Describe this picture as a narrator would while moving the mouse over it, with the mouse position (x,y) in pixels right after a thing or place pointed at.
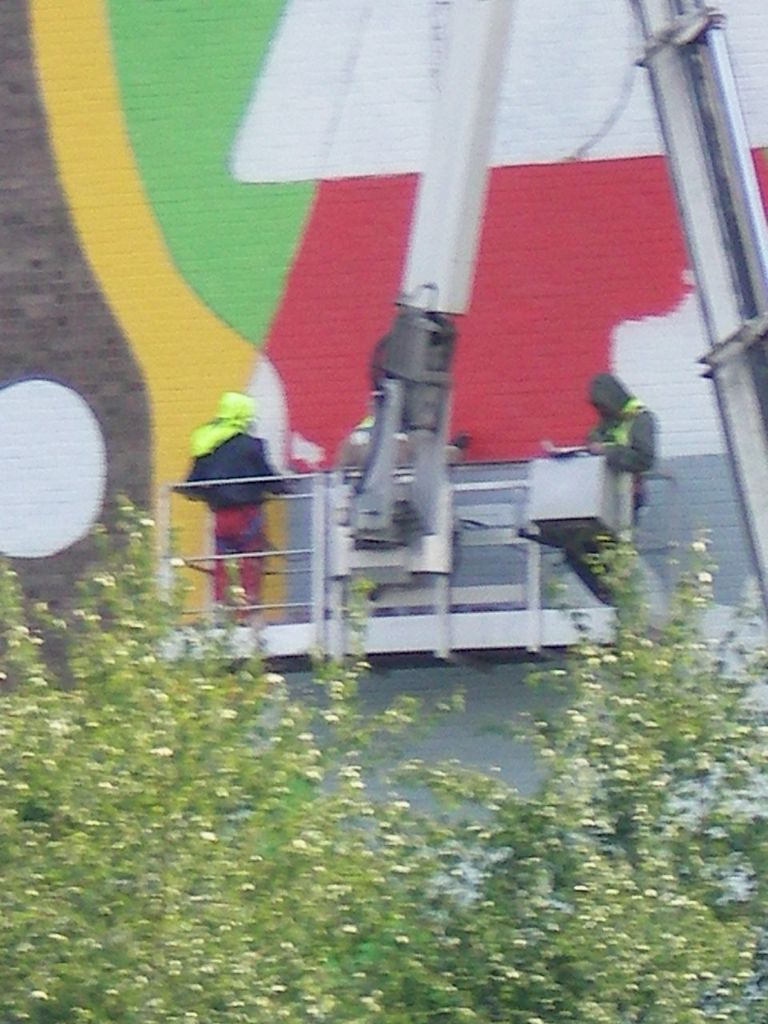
Here in this picture we can see some people (353,462) standing in an hydraulic lift (474,629) of a crane (512,530) present over there and they are painting the wall (114,121) over there and in the front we can see trees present over there.
